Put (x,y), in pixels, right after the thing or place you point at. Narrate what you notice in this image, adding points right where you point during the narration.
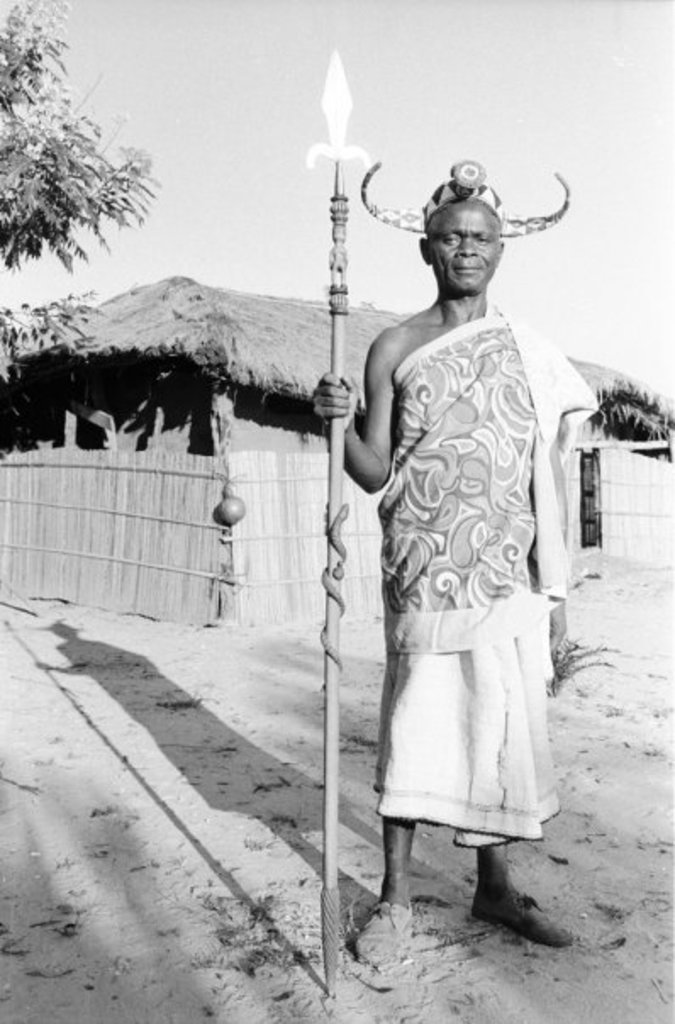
It is a black and white image, there is a man (401,508) standing in front of a hut (245,429) by holding a stick (323,654) in his hand (331,407), he is wearing a crown (466,192) and on the left side (35,237) there is a tree (43,187).
